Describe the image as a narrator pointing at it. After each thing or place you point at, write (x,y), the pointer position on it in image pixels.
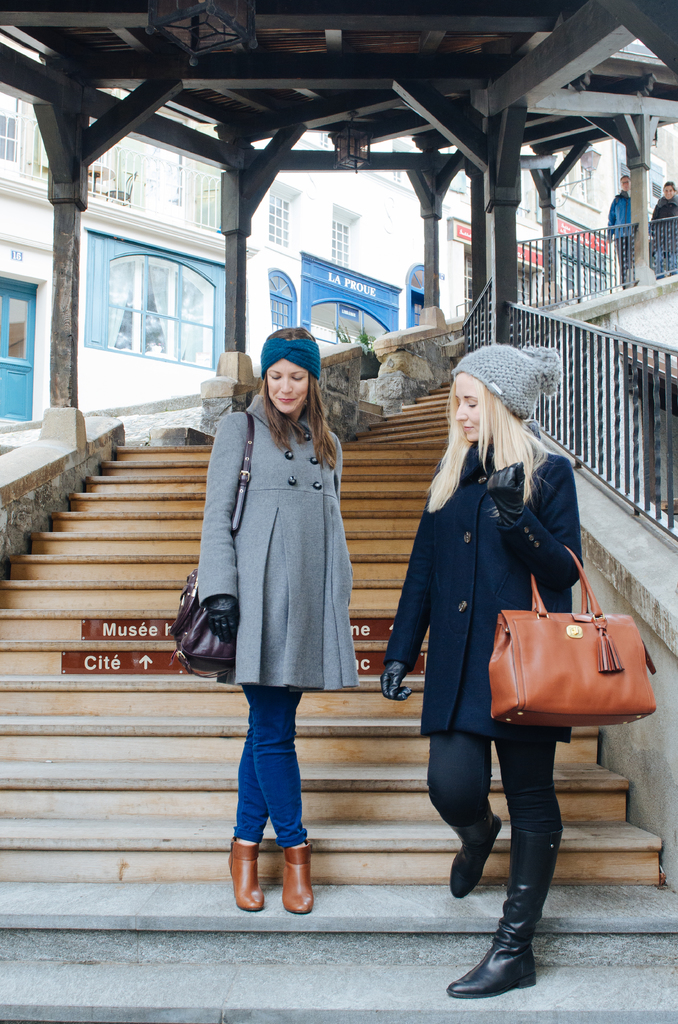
In the image we can see there are women (295,547) who are standing on stairs (320,748) and the woman (442,660) is holding bag (530,672) in her hand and they are wearing caps (493,374).
